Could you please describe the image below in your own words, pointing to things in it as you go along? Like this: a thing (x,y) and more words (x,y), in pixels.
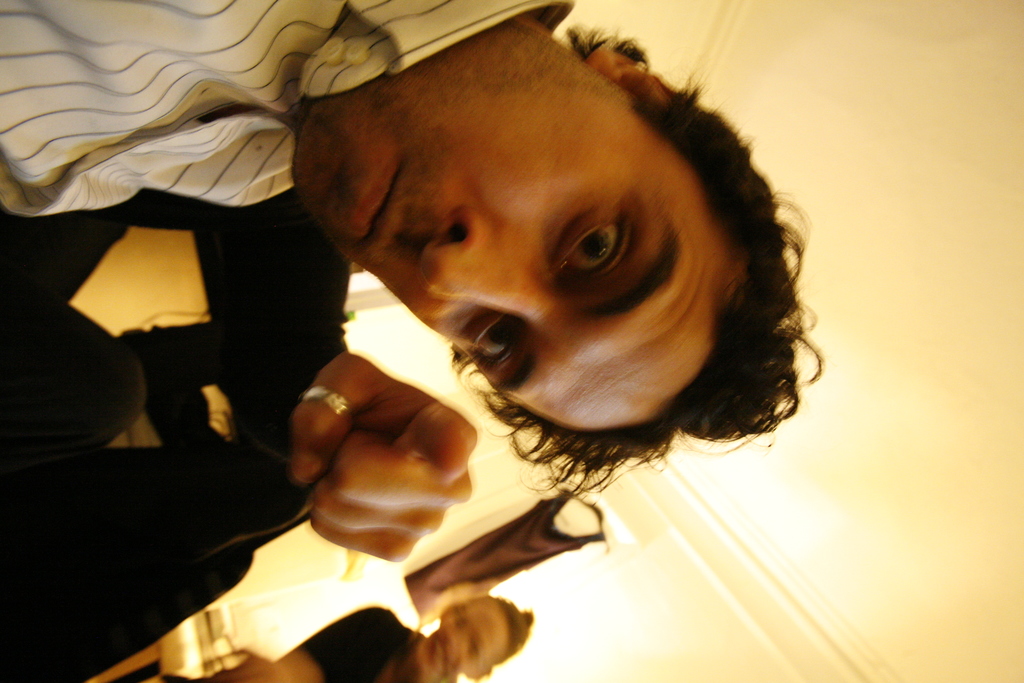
There are two people (343,642). In the background (258,641) we can see chair (145,664) and cloth (461,576) hanging on a wall (613,536).
